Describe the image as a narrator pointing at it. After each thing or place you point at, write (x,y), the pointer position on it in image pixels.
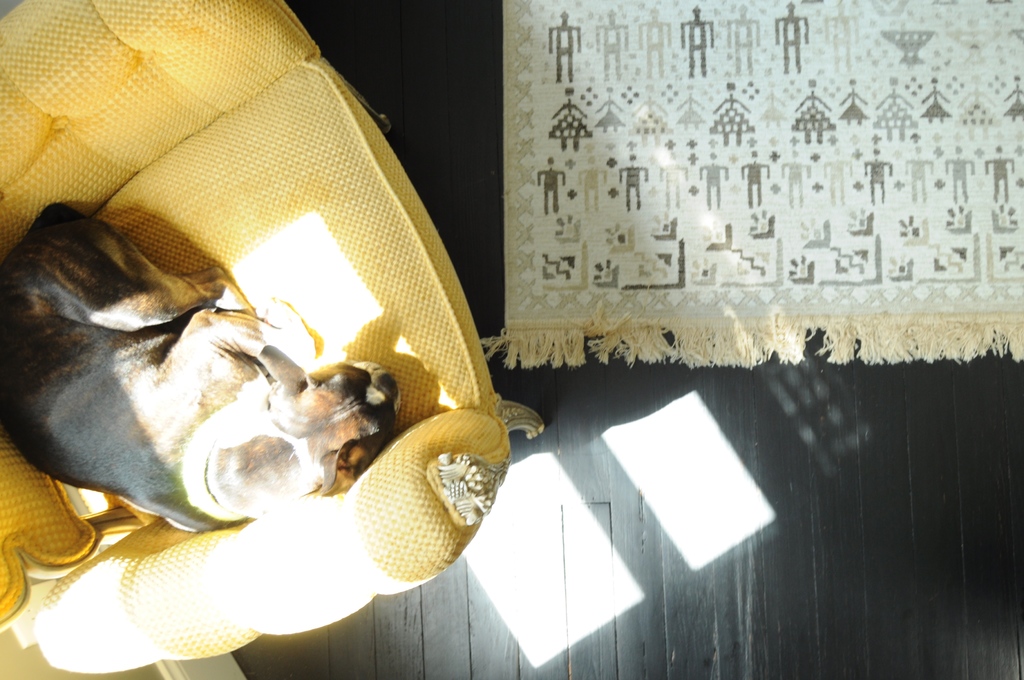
In this image I can see a dog (47,293) visible on couch (271,188) on the left side (258,328) and I can see a carpet (731,278) visible on right side (728,175).
